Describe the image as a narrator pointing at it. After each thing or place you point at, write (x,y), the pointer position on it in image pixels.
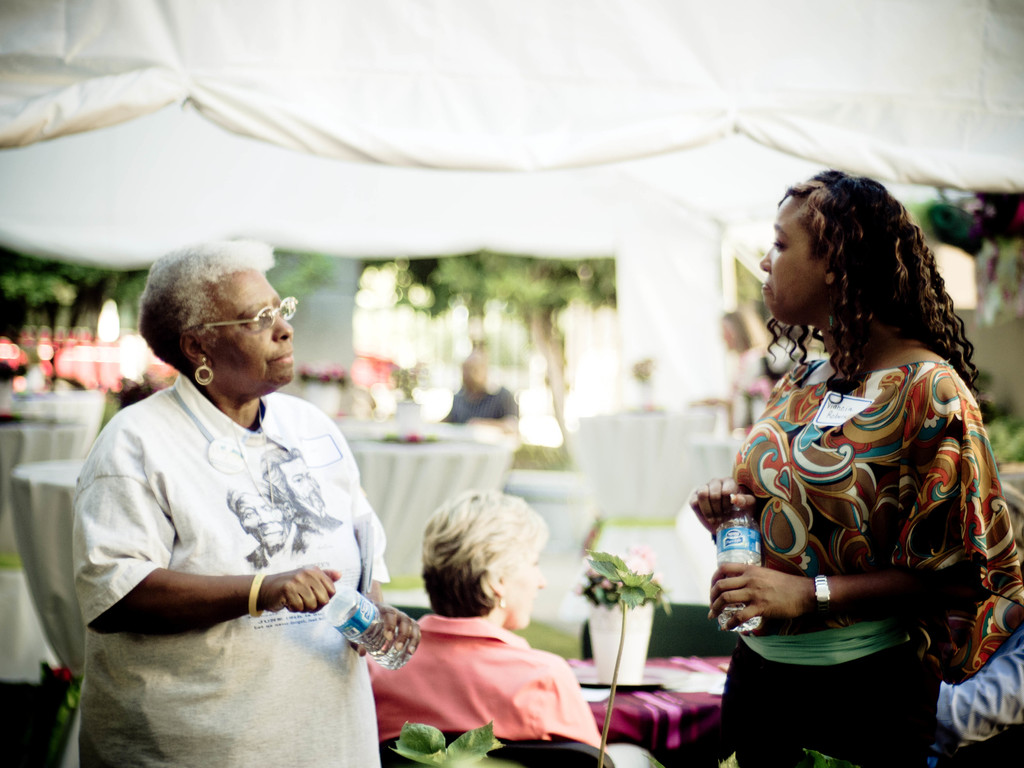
In this picture I can see two women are standing and holding bottles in their hands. In the background (467,560) I can see people (509,524) sitting in front of a tables (476,471). On the tables (464,462) I can see some objects (633,626).
